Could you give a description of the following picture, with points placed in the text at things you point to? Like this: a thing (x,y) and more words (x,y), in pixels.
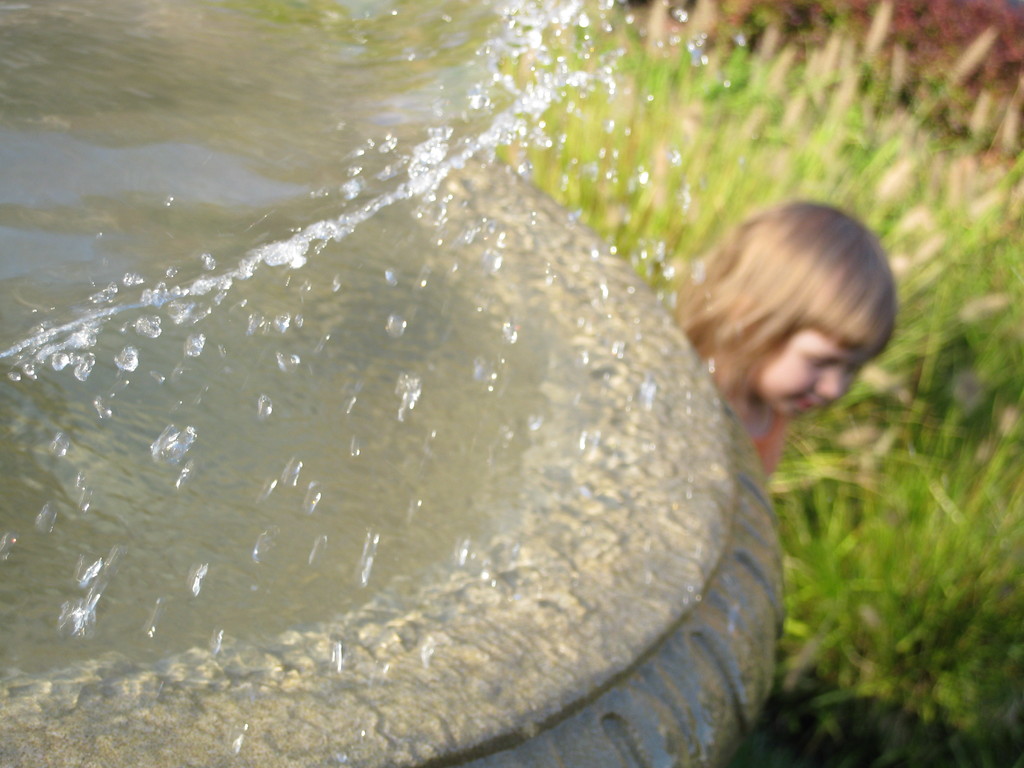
In the center of the image (406,425) we can see water (285,213) in a container (501,641). In the background (626,249) we can see girl (710,290) and grass (952,252).
